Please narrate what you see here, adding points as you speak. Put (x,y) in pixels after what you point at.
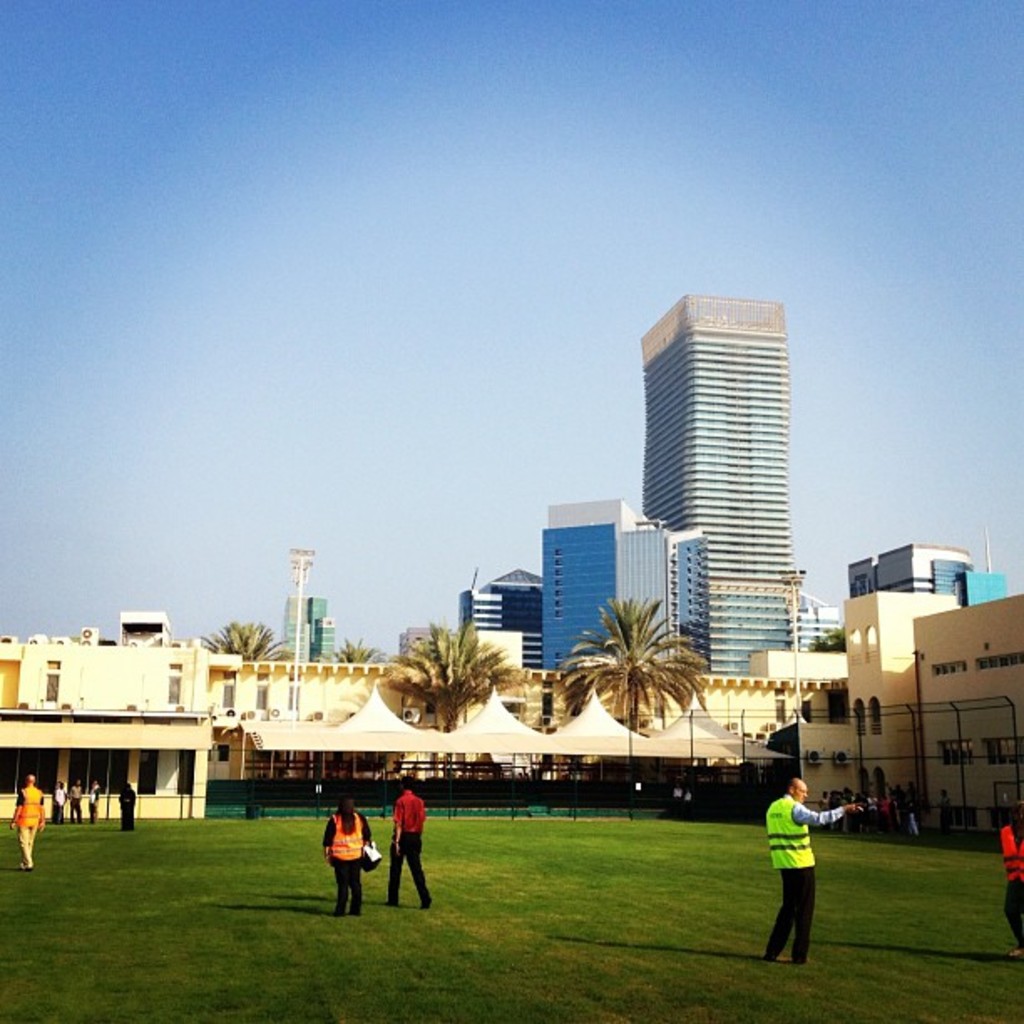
In this image I can see group of people (407,851) some are standing and some are walking. The person (412,808) in front (426,809) wearing red shirt (407,832), black pant (407,832). Background (304,708) I can see few buildings (287,709), trees (230,645) in green color and sky (438,310) in blue and white color.
